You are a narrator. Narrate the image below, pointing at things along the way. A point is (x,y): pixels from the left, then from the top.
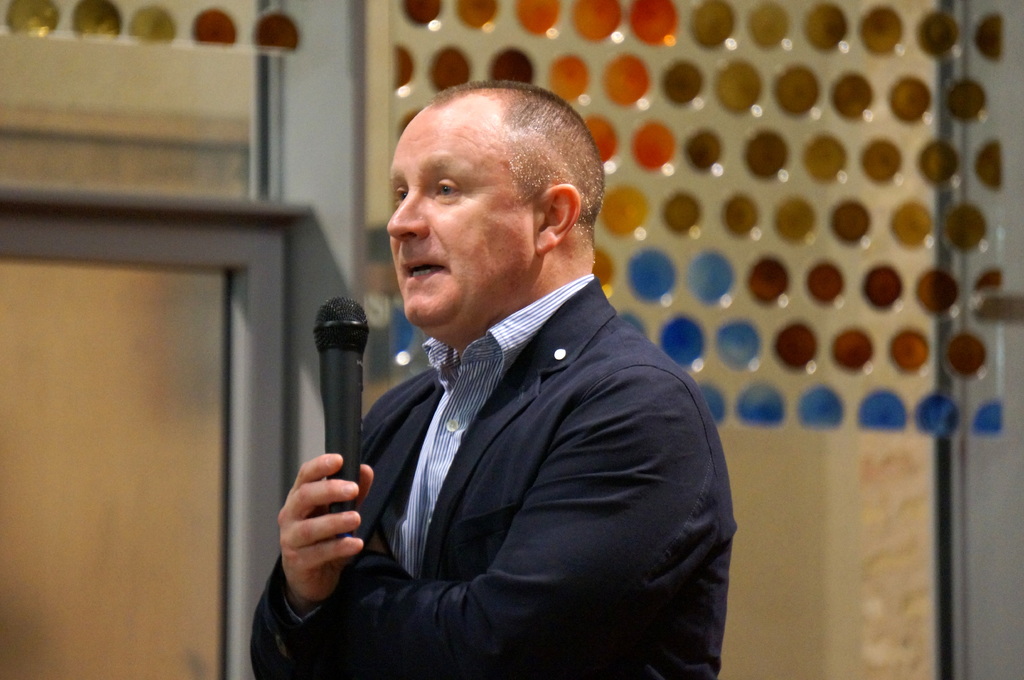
There is a person (343,670) standing in the center (660,347) and he is speaking on a microphone (355,349).
